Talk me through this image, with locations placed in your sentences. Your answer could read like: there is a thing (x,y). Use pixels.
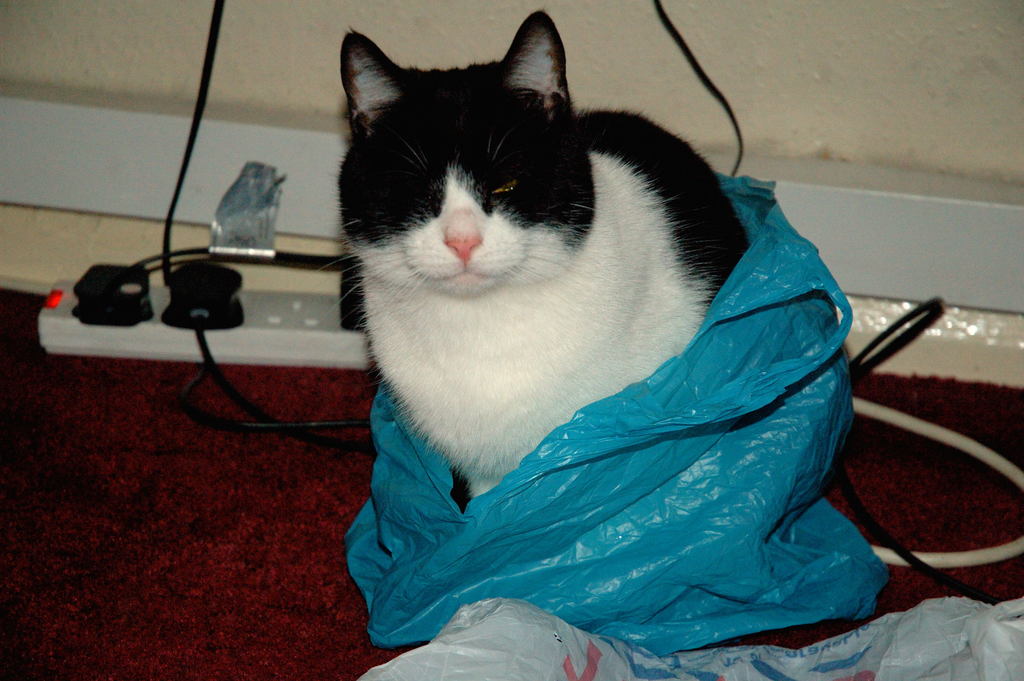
In this image I can see the cat (475,193) in black and white color and the blue color cover (552,475) to it. I can see the extension-board (189,337), wires (167,283), wall (376,14) and few objects (205,314).
